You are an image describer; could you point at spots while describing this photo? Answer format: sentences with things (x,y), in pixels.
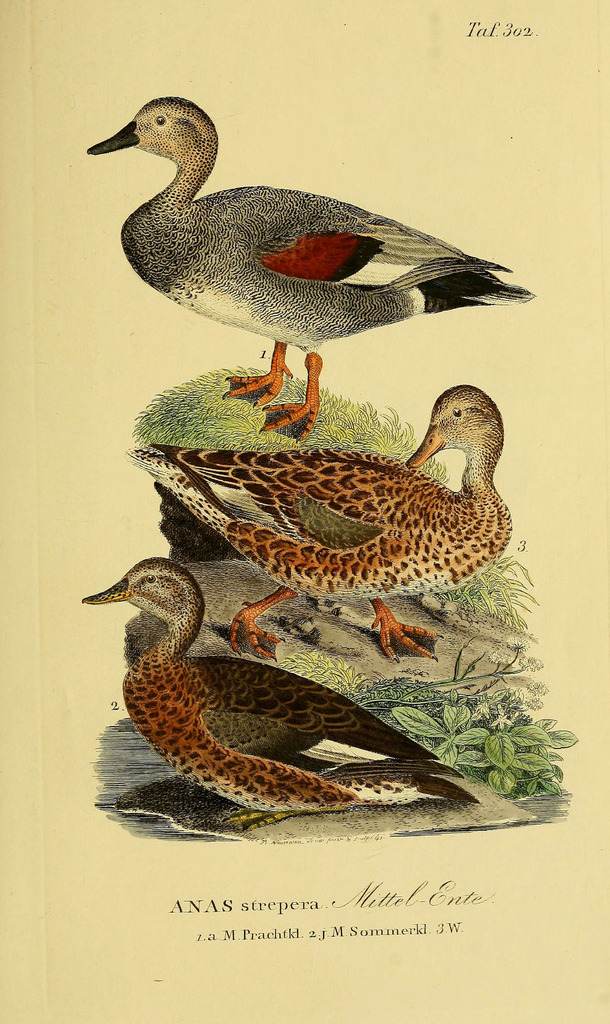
In this picture I can see there are three ducks (231,800) and there is rock (434,834), plants (434,745) and grass (168,415) on the floor (326,401). There is something written at the bottom of the image (399,886).
